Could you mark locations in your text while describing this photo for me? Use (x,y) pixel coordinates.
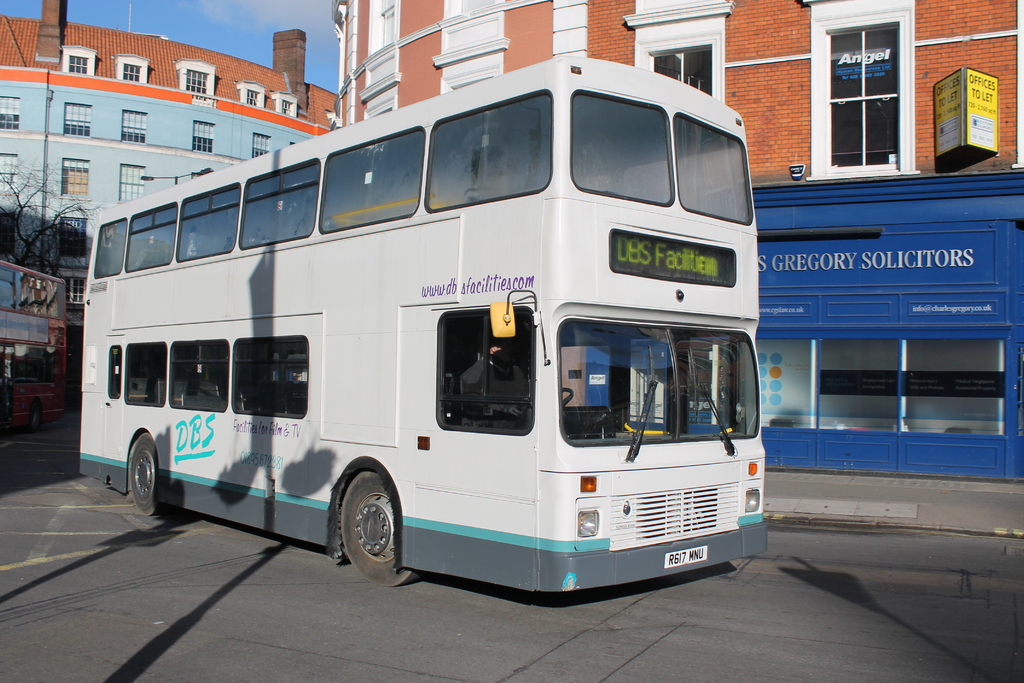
In this image there is a bus (402,293) on the road (43,577), behind the bus (349,134) there are buildings (914,368).
